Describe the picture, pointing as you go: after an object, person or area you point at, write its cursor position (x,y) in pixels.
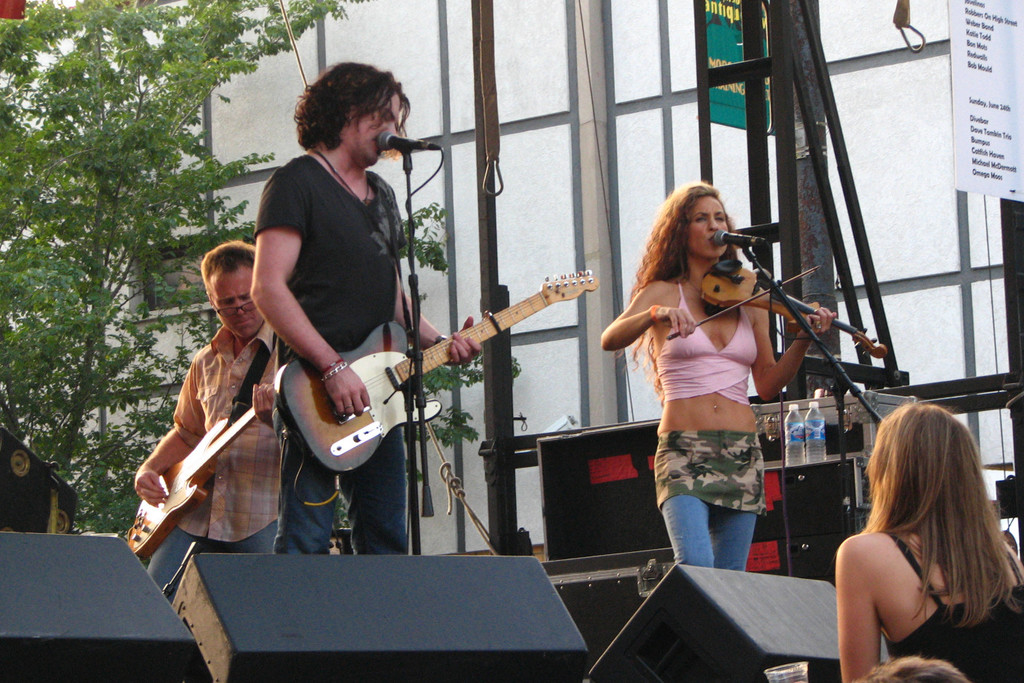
This image is clicked outside. In the front (399,302), there is a man (386,287) wearing black t-shirt (303,228), and playing guitar (319,414). To the right (729,398), the woman (712,398) is singing and playing violin (715,291). At the bottom (392,658), there are speakers (260,614). In the background (142,169), there are trees (125,166) and poles (493,86). At the right (975,137), there is a board (977,157).
